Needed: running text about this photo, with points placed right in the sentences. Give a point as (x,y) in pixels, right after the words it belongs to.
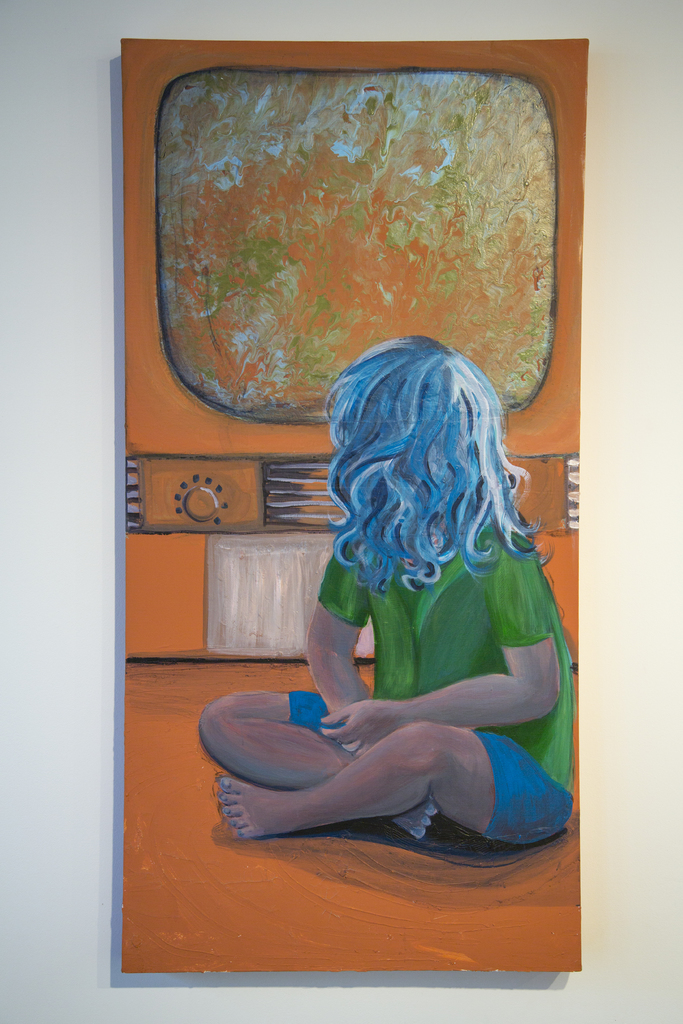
In this image I can see the board (204,291) to the white wall (42,788). In the board (198,905) I can see the painting (367,688) of person (433,670) and the person (384,650) is wearing the green and blue color dress (429,642). To the front of the person (330,650) I can see the television (259,229).
